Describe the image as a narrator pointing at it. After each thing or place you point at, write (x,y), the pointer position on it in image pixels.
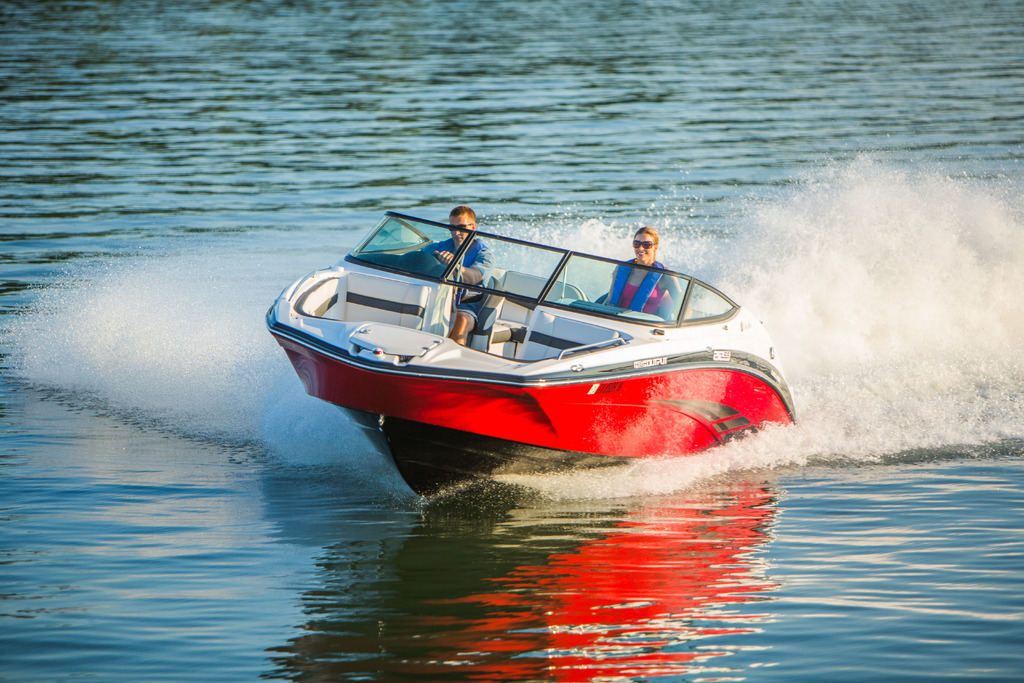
In this image there are two persons (469,270) sitting in the motor (529,316) and going in the water (374,536). There is a man (448,259) on the left side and a woman (628,273) on the right side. who are sitting in the chairs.
